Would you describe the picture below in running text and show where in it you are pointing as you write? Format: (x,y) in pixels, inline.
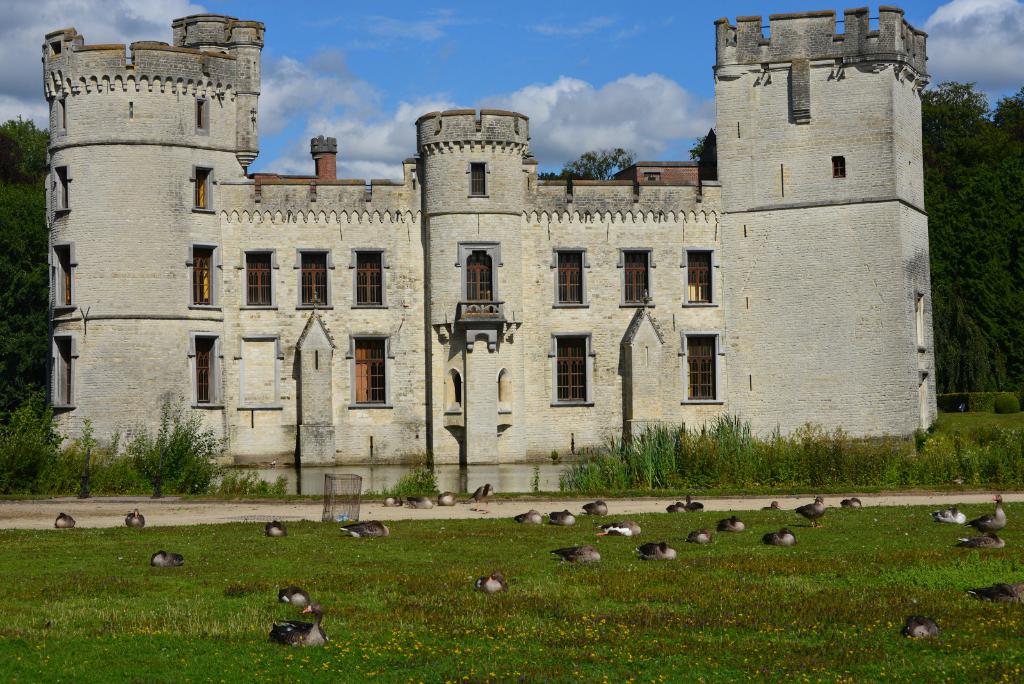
In this image we can see a building (177,338). Behind the building (189,279), we can see trees (959,235). At the top of the image (599,60), we can see the sky (404,49) with clouds (348,89). At the bottom of the image (483,600), we can see birds (272,629) on the grassy land (576,533). We can see plants (148,462) in front of the building (935,420) and there is a metal object (350,499) in the middle of the image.
